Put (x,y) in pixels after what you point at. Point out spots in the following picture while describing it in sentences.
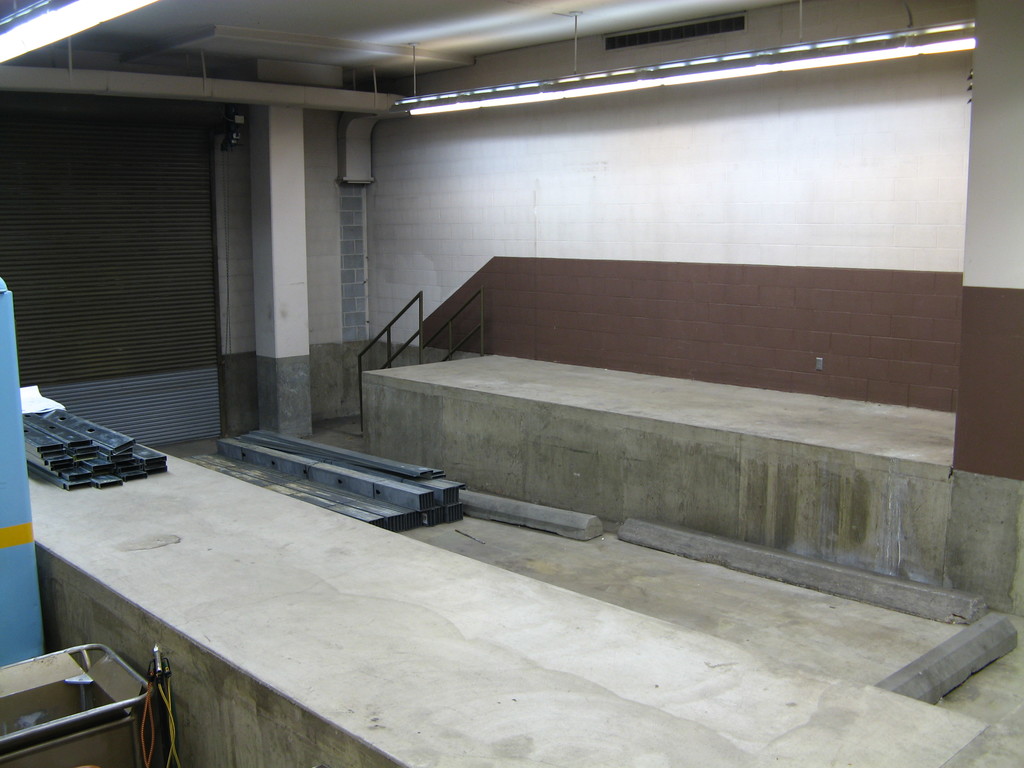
There is a platform (530,612) at the bottom of this image (434,656). We can see railing (484,352) and a wall (516,266) in the middle of this image (434,354). We can see a shutter (127,274) on the left side of this image (106,303) and a light (523,95) is at the top of this image (554,88).
